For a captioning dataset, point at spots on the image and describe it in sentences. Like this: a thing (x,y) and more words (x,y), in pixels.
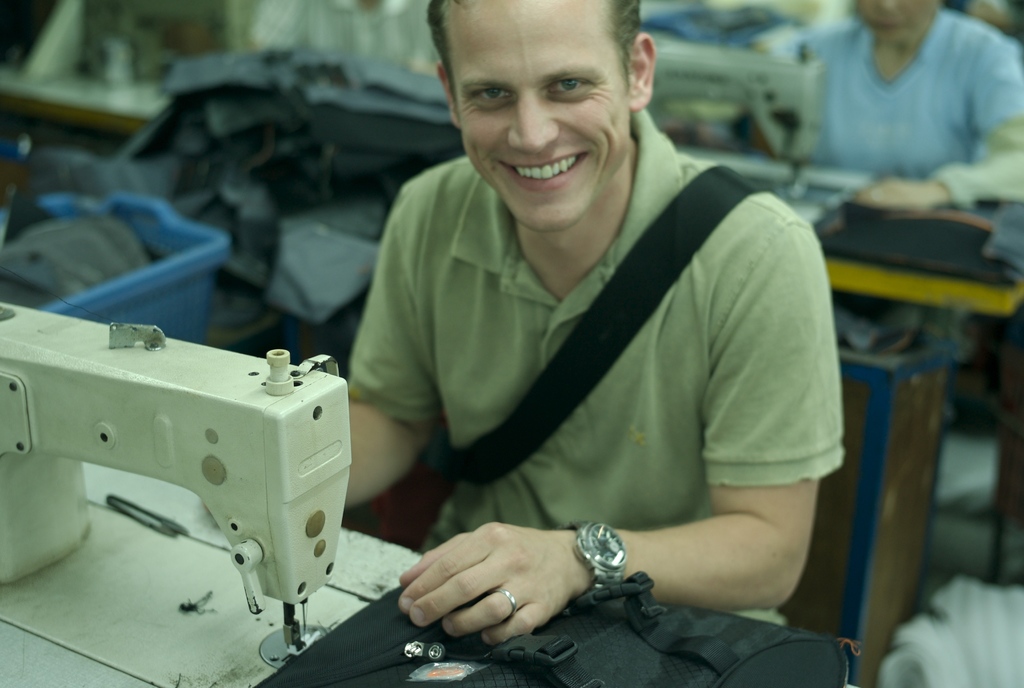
In this picture we can see a man (547,285) wearing green polo shirt (581,440) sitting on the chair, smiling giving pose to the camera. In the front (317,479) there is a sewing machine (266,542) on the table (331,611). Behind we can see other person (827,109) on the sewing machine (809,135).
